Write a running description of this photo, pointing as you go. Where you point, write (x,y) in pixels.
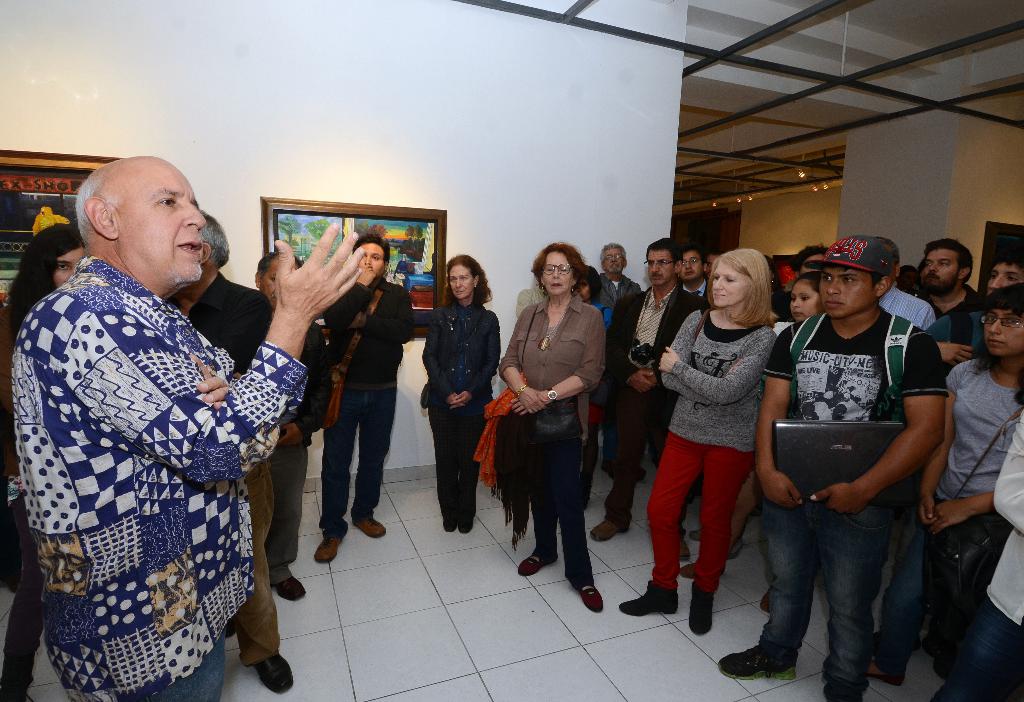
This image is taken indoors. At the bottom of the image (434,607) there is a floor (390,612). In the background (645,191) there are a few walls (528,155) with picture frames (336,212). At the top of the image (783,152) there is a roof (779,155) with a few lights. On the right side of the image (876,279) many people (958,681) are standing on the floor (310,547).
